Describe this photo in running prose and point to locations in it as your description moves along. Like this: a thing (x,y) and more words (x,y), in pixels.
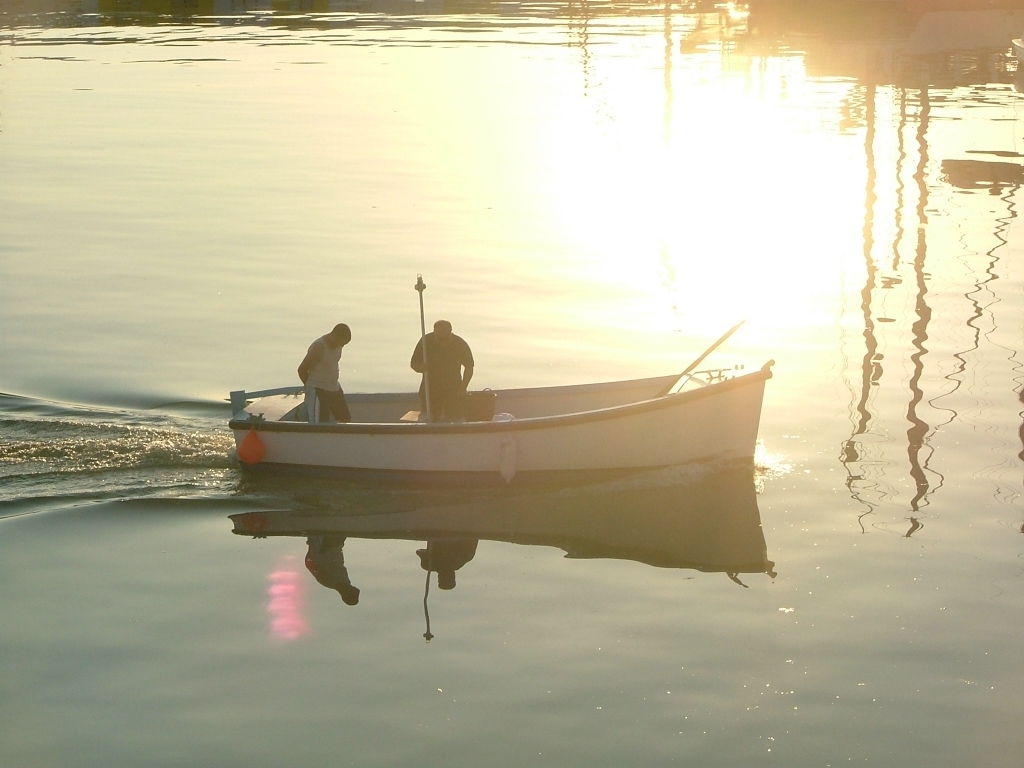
In the image there is a boat (288,387) floating on the water surface (358,367), there are two people (323,374) standing in that boat (587,453).
